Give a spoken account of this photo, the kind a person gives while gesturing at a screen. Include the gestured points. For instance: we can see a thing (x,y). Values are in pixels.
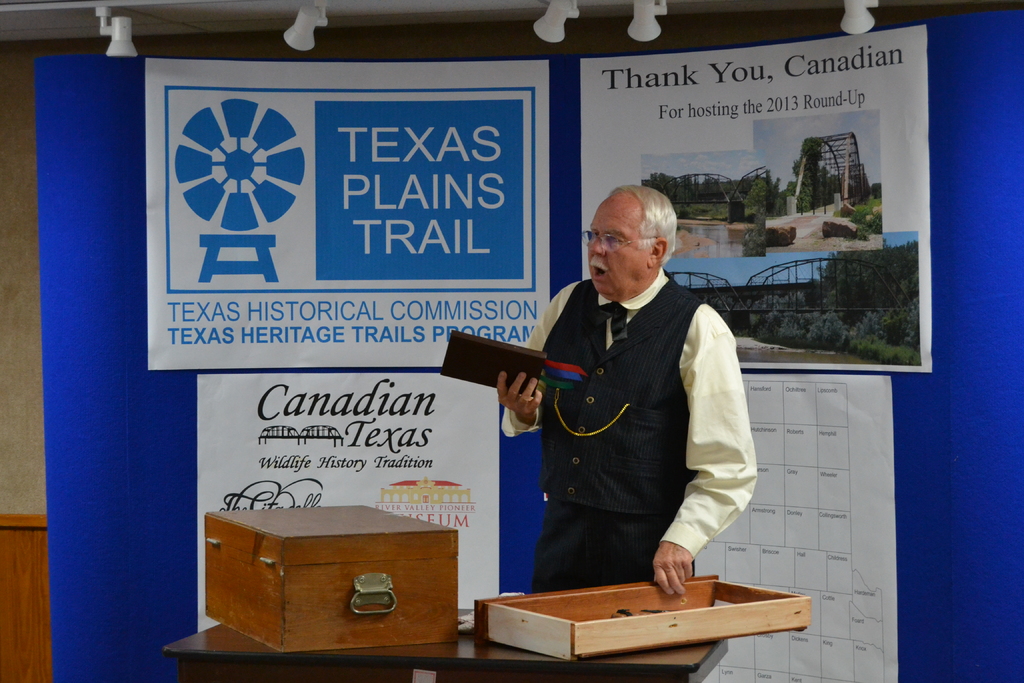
We can see an old man (596,255) speaking something with a book (500,342) in his hand (509,382) and beside him we can see a wooden box (249,523) placed on the table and behind him we can see some posters (754,62).
